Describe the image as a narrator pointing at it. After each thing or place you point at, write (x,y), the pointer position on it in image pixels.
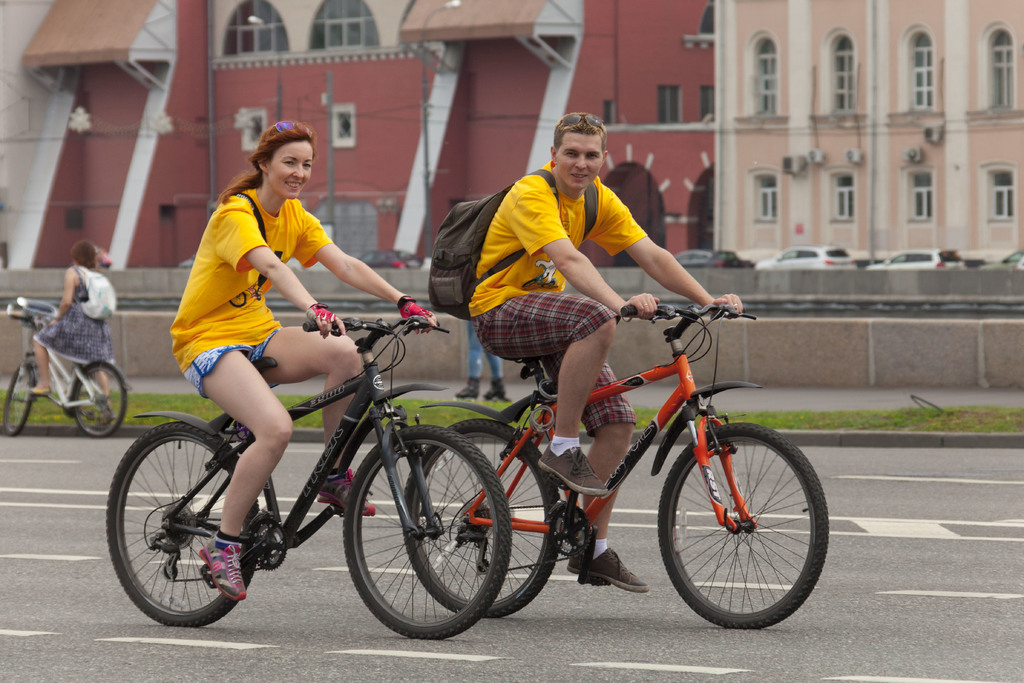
In this picture there is a girl (263,312) and a boy (729,297) at the center of the image (476,453) they are riding the bicycle (115,551), it seems to be a road side (87,421) where there is a grass floor (43,413) at the right side of the image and there is a building (985,229) at the center of the image (387,247).
